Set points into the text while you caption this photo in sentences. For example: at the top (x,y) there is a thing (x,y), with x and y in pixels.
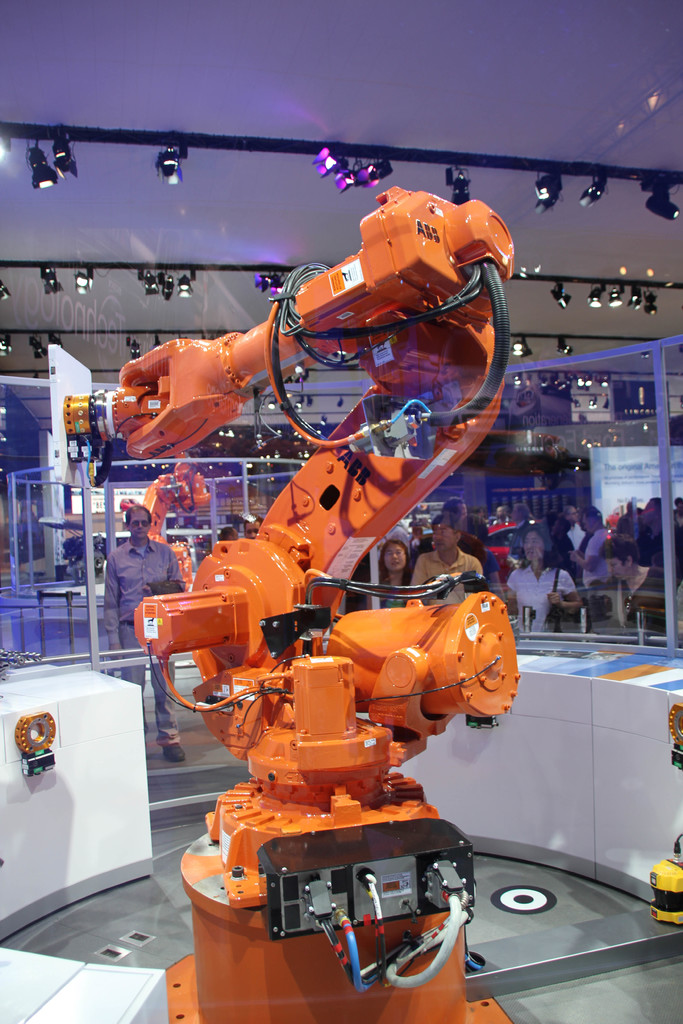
In this picture we can see a robotic machine (422,611) and group of people (549,582), and also we can see few glasses (556,375) and lights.
